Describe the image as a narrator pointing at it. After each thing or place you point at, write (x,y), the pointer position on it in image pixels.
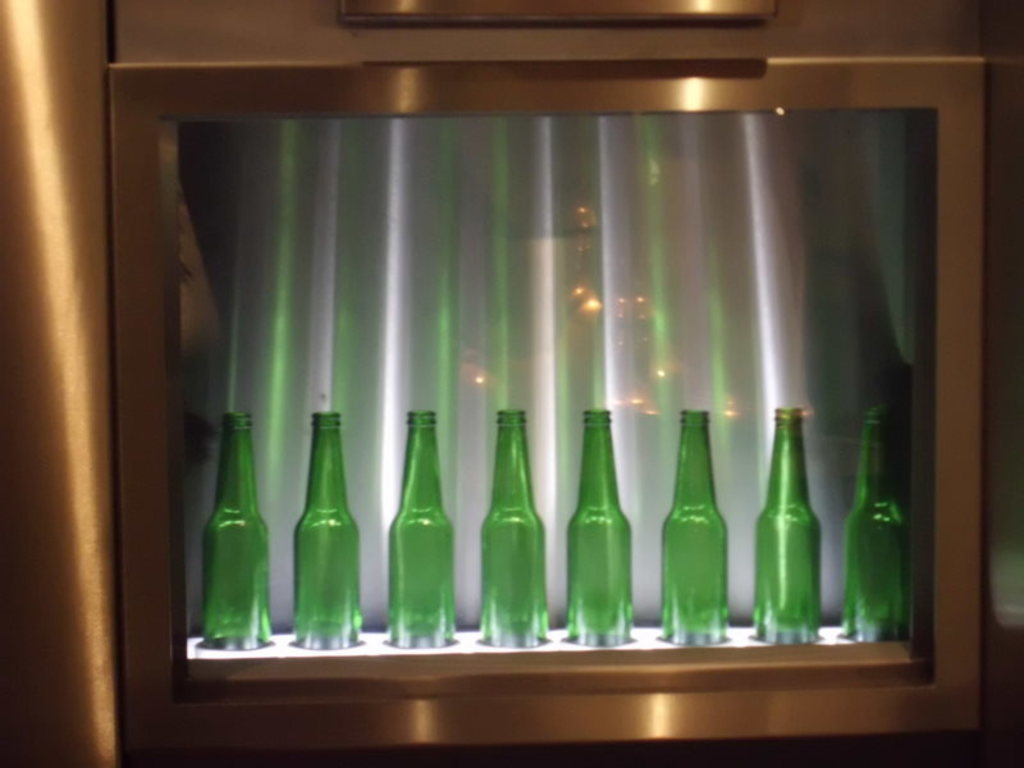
In this image we can see a sequence of bottles (498,642) inside this glass (512,318).
